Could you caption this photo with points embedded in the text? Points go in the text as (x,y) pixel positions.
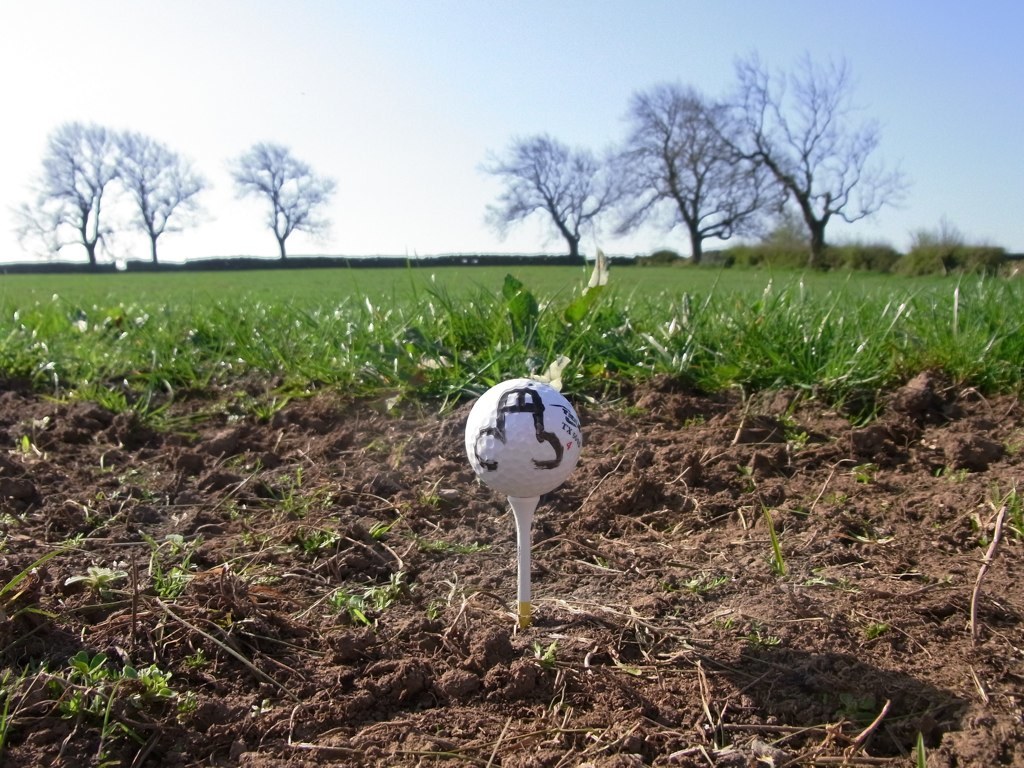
In this image there is the sky (593,95) towards the top of the image (441,85), there are trees (588,190), there is grass (461,300), there is soil (296,651) towards the bottom of the image (600,542), there is a ball (505,448) on an object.
